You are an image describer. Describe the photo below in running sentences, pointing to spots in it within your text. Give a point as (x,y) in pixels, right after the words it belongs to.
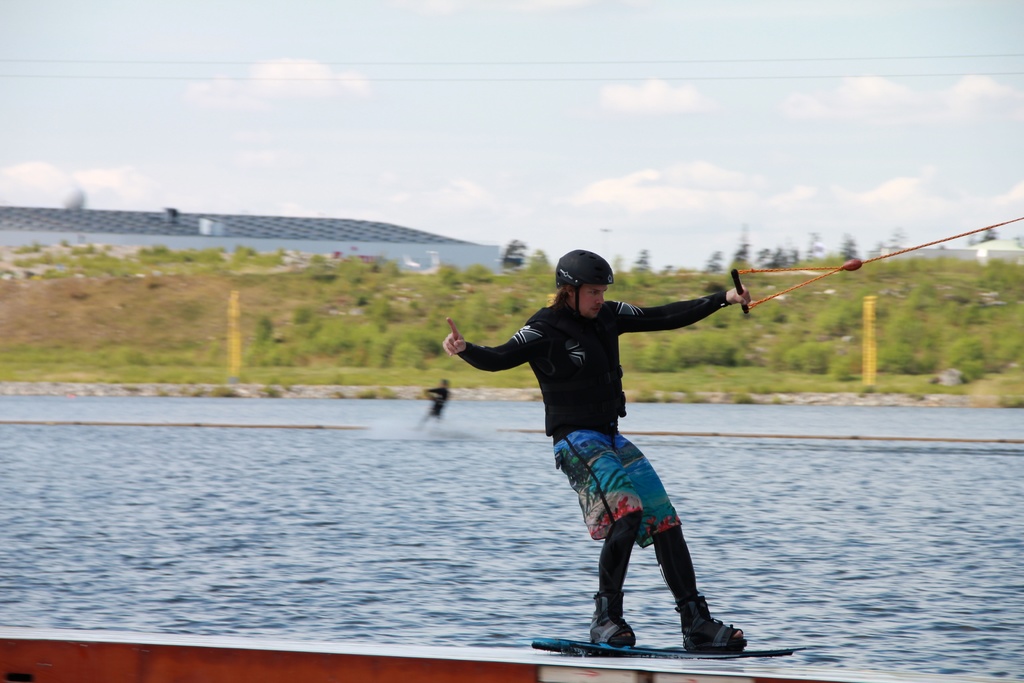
In this picture we can see two persons (654,482), they are performing wakeboarding on the water (456,465), in the background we can see few trees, buildings (397,254) and clouds (811,193).
